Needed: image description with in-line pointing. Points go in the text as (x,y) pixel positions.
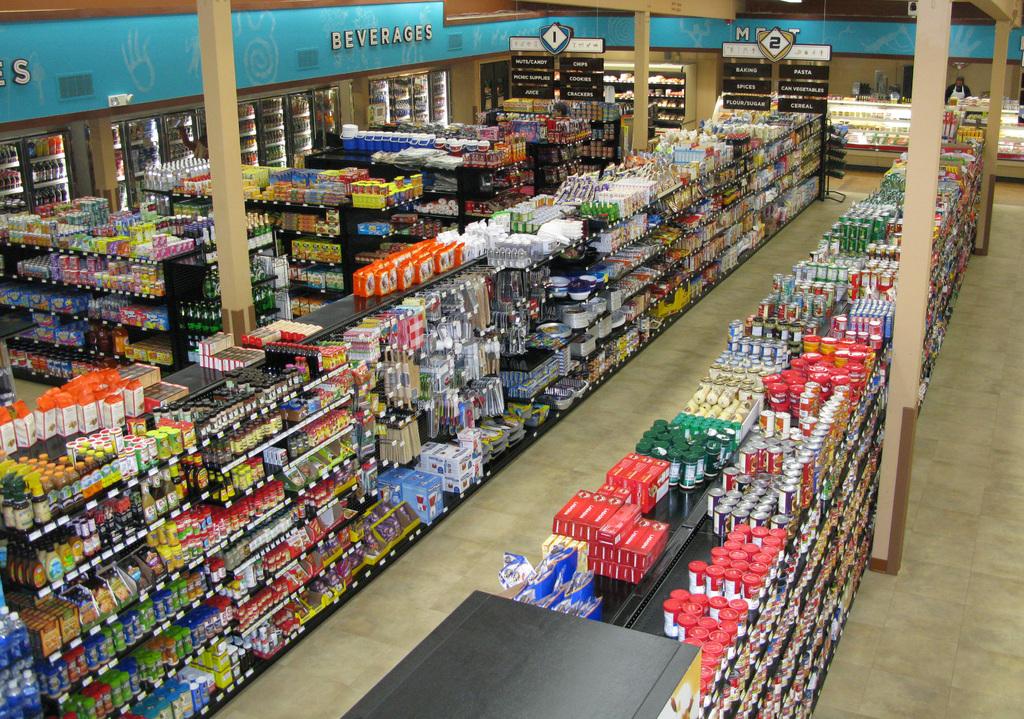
This image is taken inside of a store (513,177), where we can see many products (480,313) in the rack (297,230), floor (494,546), pillars (220,260), beverages (433,100) in the fridge (434,100) and name boards (600,51) hanging to the ceiling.
